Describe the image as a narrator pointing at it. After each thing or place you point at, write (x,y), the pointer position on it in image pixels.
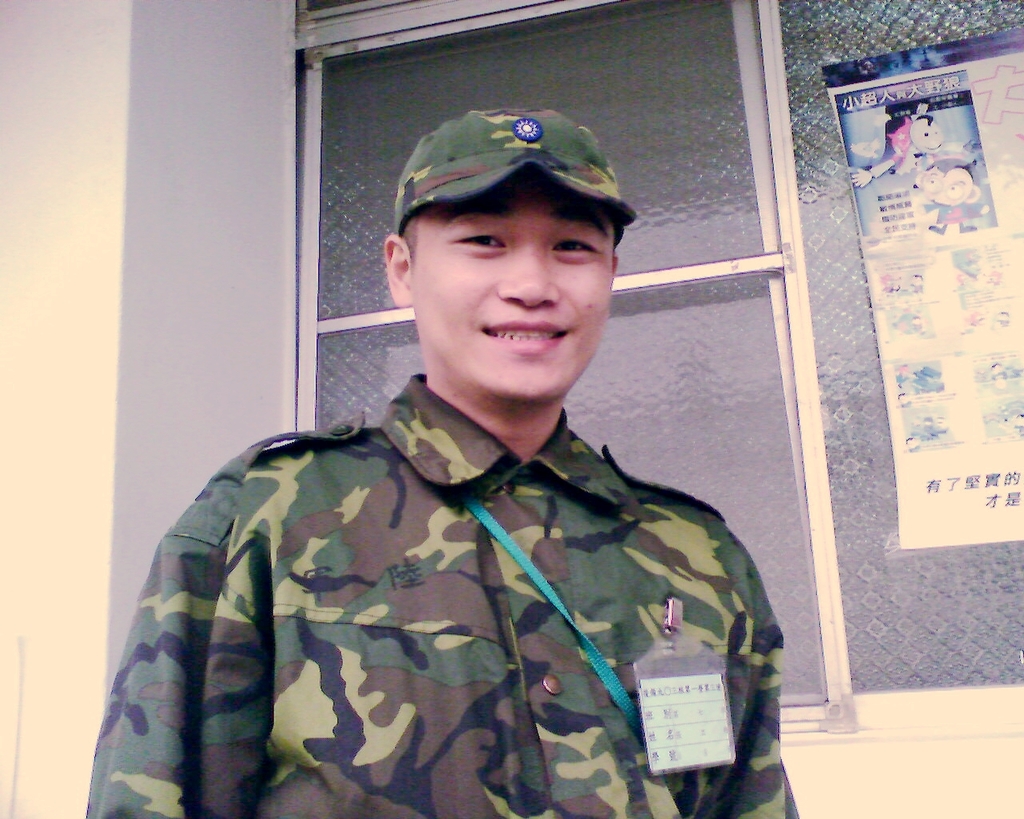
Here I can see a man (413,674) wearing uniform (422,622), cap (549,168) on the head (523,334), smiling and giving pose for the picture. At the back of this man (510,579) I can see a wall (138,151) and window (642,453). To the window (779,98) a poster (978,167) is attached.
